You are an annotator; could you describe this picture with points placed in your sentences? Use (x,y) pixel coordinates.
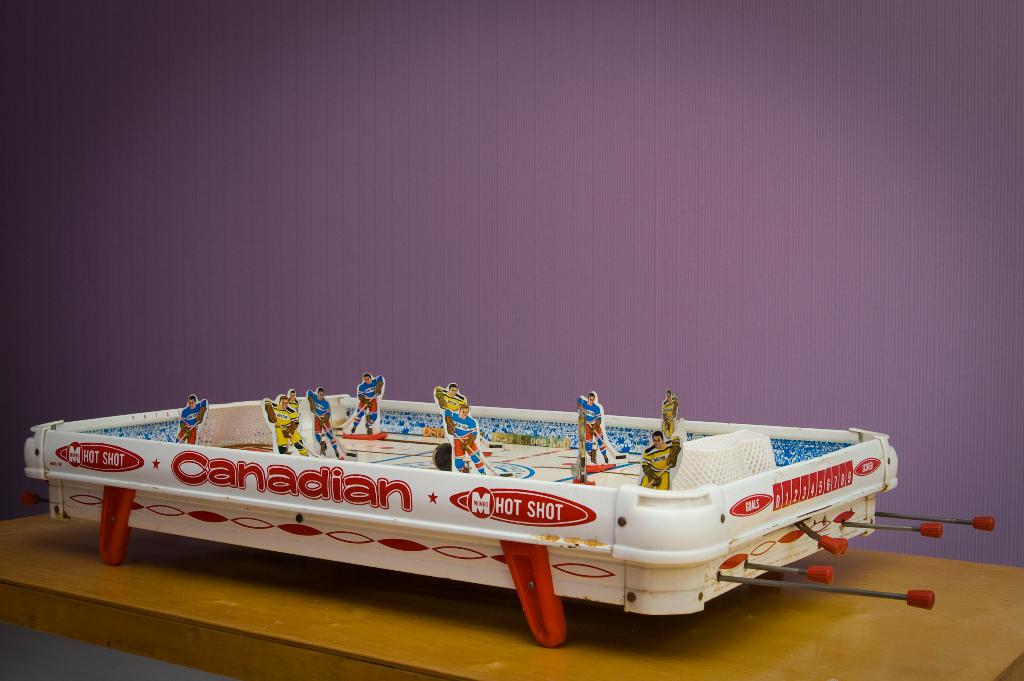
In this image I can see a toy game (463,524) which is white and red in color on the brown colored table (509,639). In the background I can see the wall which is purple in color.
